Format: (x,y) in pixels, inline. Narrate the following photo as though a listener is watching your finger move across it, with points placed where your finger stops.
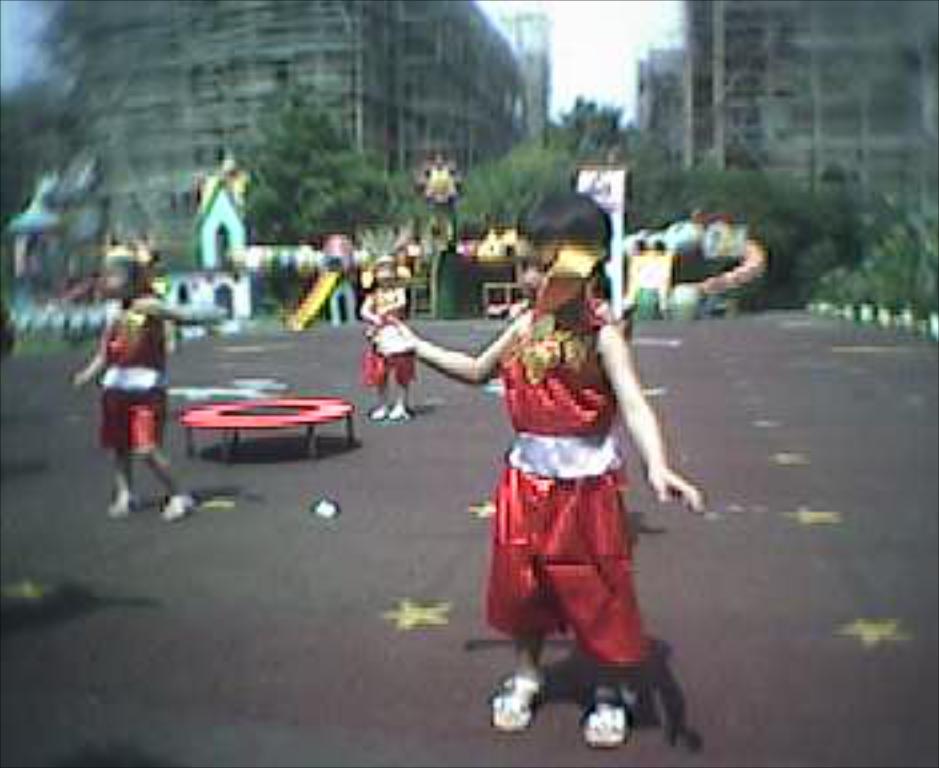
In this image we can see few people (514,364) standing on the floor (288,432), there is a red color object (290,412) which looks like a table (282,412) and in the background (762,125) there are buildings (477,93), trees (259,195) and sky (615,78).
